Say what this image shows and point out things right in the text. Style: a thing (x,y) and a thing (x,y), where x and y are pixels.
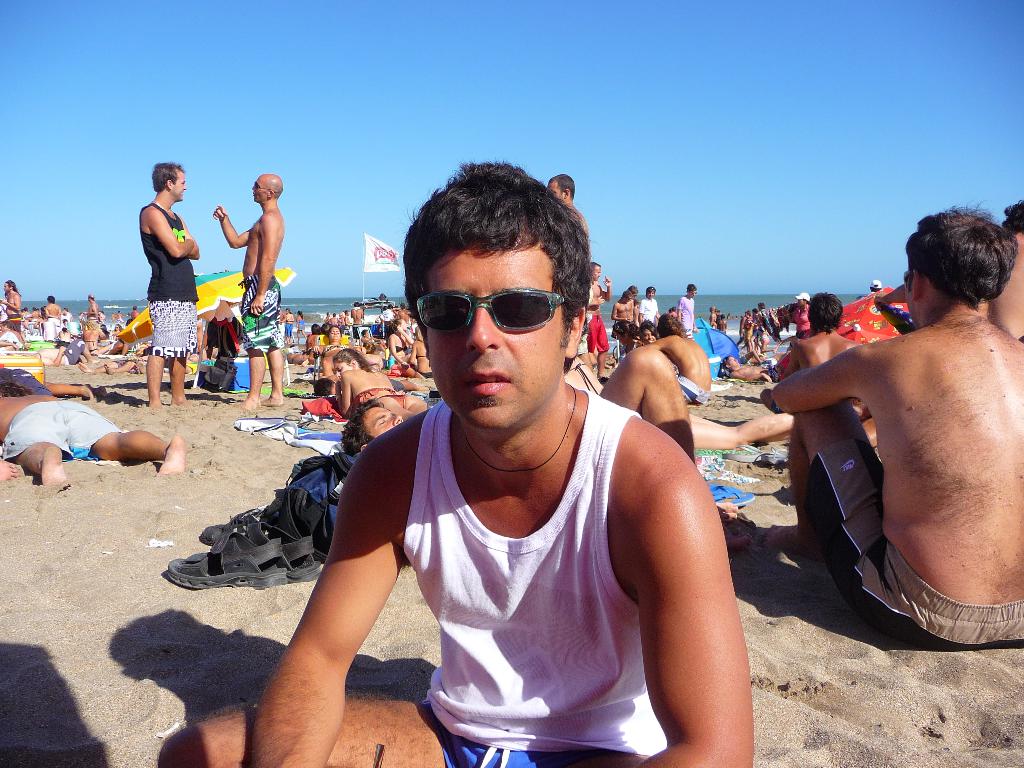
In this image I can see a beach (767,753) and so many people (81,346) at the beach (304,454). I can see a person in the center of the image (673,458) sitting and posing for the picture. At the top of the image (398,47) I can see the sky (647,57).
